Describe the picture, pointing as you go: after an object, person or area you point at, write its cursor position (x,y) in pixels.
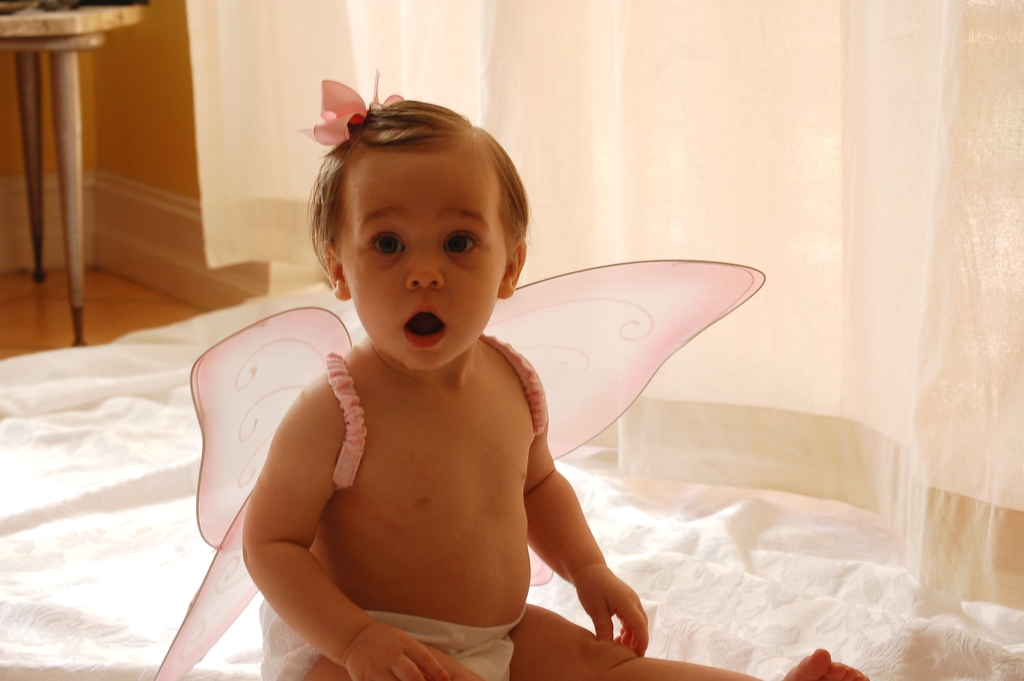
In this image, we can see a baby (380,530) is wearing costume (247,429) and sitting. Here we can see cloth (622,561) and curtains (618,37). Left side (129,113) top of the image (115,182), there is a wall (142,132), floor (125,302) and table (42,41).
